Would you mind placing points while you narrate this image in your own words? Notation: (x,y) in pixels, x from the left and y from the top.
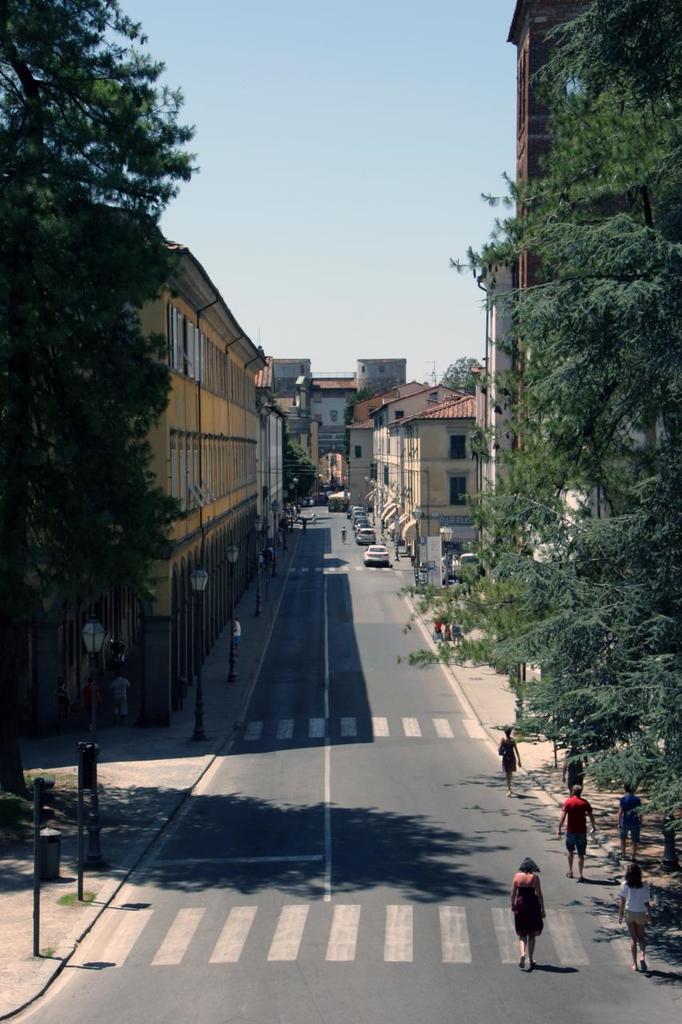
In this picture there are buildings (441,419) and trees (103,325) and there are street lights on the footpath (61,884) and there are vehicles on the road (285,586). In foreground (637,924) there are group of people (637,924) walking. At the top (335,231) there is sky (272,217). At the bottom (212,840) there is a road (313,783).
